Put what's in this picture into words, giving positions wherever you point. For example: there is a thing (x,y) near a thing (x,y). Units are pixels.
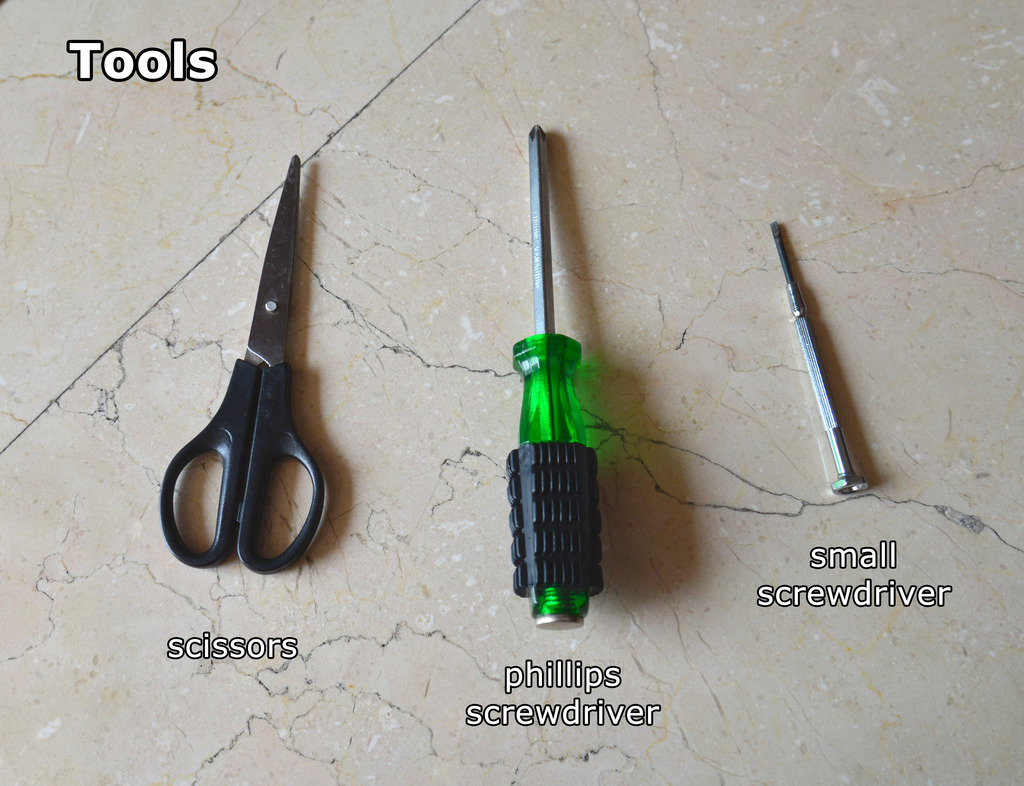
In this image on the floor (653,174) there is a scissors (274,332), screwdriver (561,436), another small screwdriver (843,486) is there. On the top (133,77) and bottom texts (529,686) are there.
